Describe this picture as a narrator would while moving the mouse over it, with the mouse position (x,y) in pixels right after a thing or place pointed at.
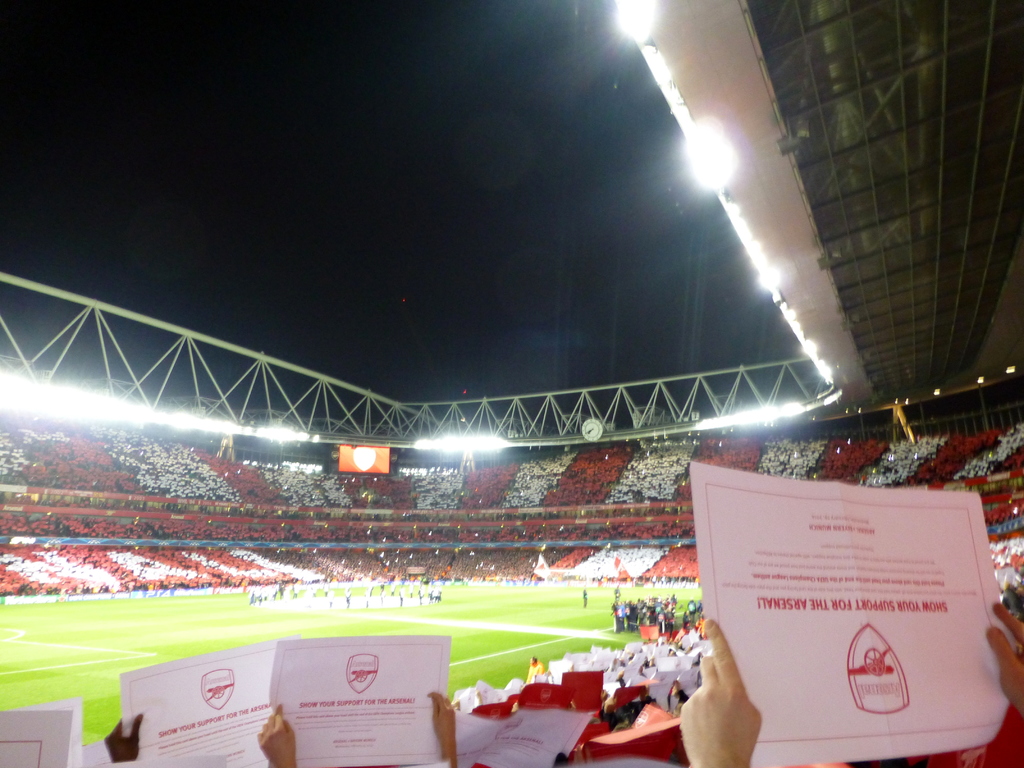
In this image I can see number of persons (723,745) are sitting on chairs (629,735) in the stadium (622,753) and holding papers (831,659) in their hands (451,716). In the background (185,619) I can see the ground (203,636), few people (663,601) in the ground (504,600), the stadium (436,569), few lights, a screen (345,461) and the dark sky (359,213).
